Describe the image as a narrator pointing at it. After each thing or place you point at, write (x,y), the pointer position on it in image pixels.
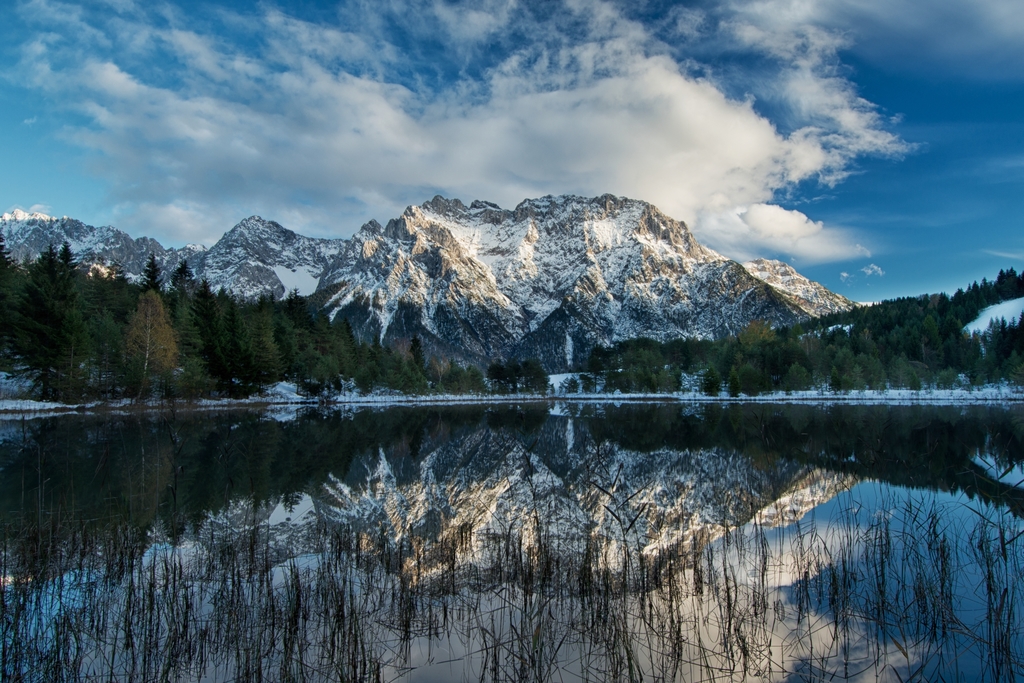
In this image in front (816,519) there is water (696,522). In the background of the image (807,363) there are trees (683,359). There is snow (516,284) on the mountains (543,280) and there is sky (522,106).
